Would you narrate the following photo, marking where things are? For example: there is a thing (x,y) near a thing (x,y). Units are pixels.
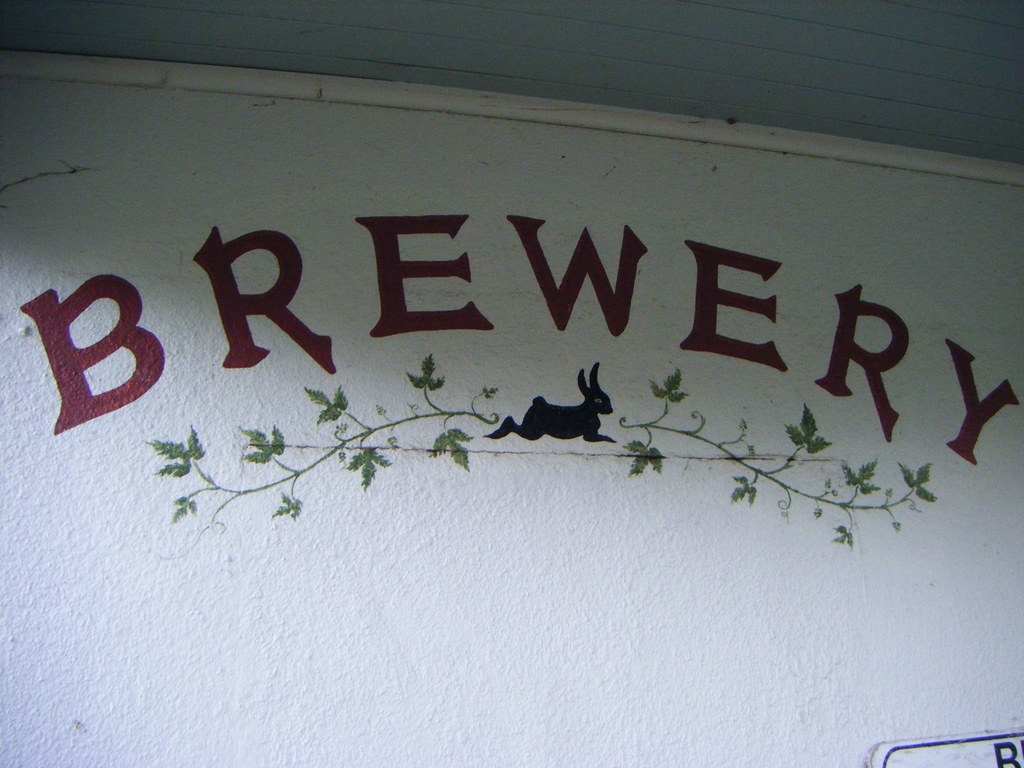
In this picture I can see there is a wall (469,405) and there is something written on it. There is also a rabbit (605,437).
